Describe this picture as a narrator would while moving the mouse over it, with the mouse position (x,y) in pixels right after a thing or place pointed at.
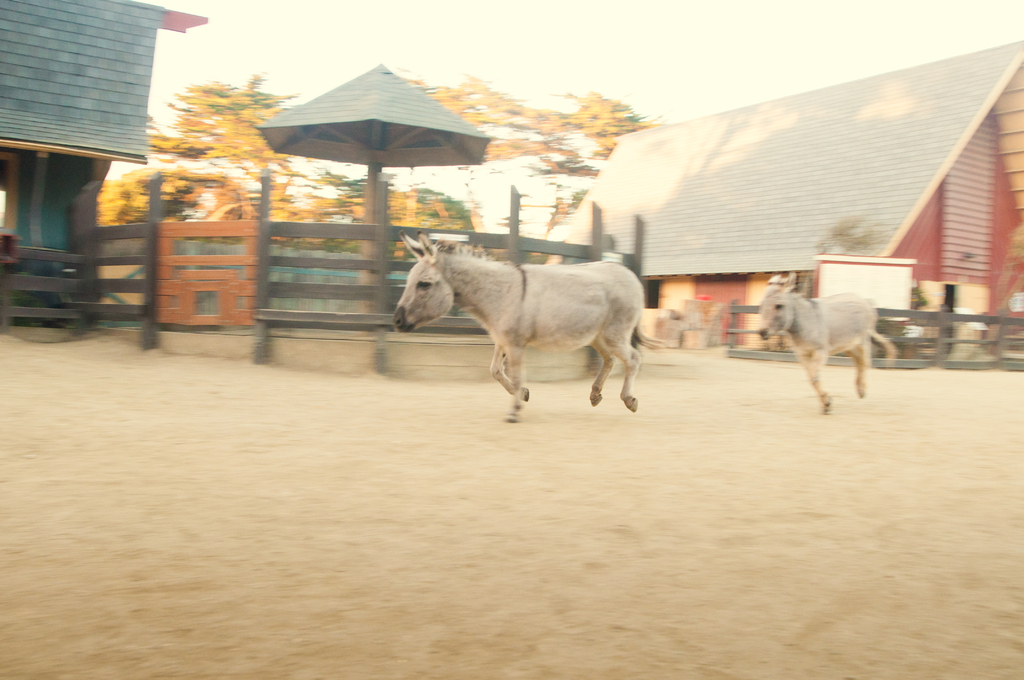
In this image we can see two animals (773,309) running on the ground (327,509) and in the background (814,198), we can see few houses (903,180) with wooden fence (927,339) and there are some trees (493,103).
